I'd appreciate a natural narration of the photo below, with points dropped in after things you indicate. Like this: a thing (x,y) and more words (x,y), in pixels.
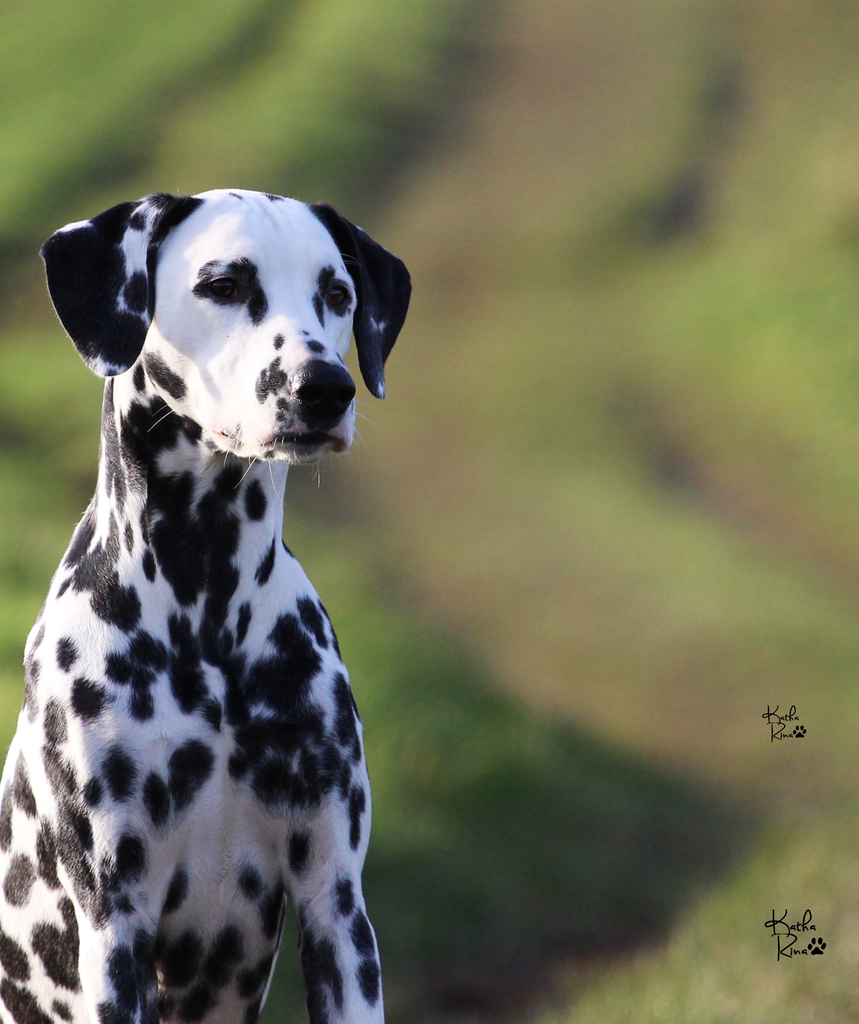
In the image we can see a dog (226,933). Background of the image (690,563) is blur.
